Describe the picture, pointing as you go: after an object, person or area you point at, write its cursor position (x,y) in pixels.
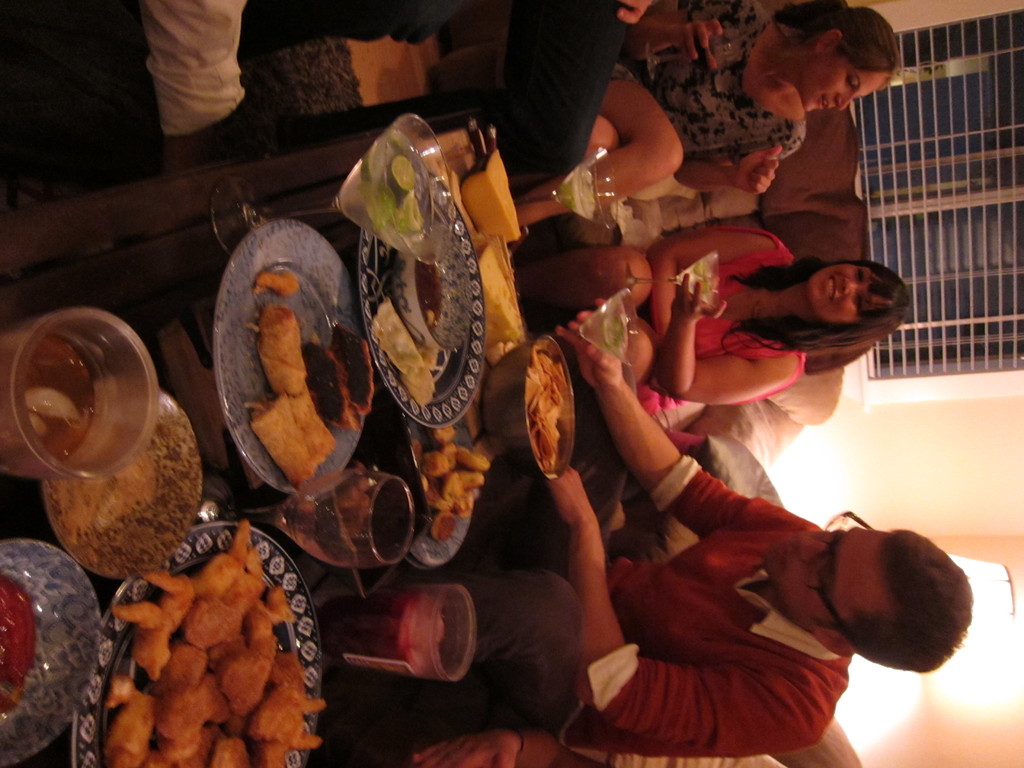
In this picture there is a dining table (334,154) in the center of the image (478,388), on which there are glasses (382,174) and food items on it, there are people (634,287) those who are sitting around it and there are windows (973,278) and a lamp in the background area of the image (974,313).
